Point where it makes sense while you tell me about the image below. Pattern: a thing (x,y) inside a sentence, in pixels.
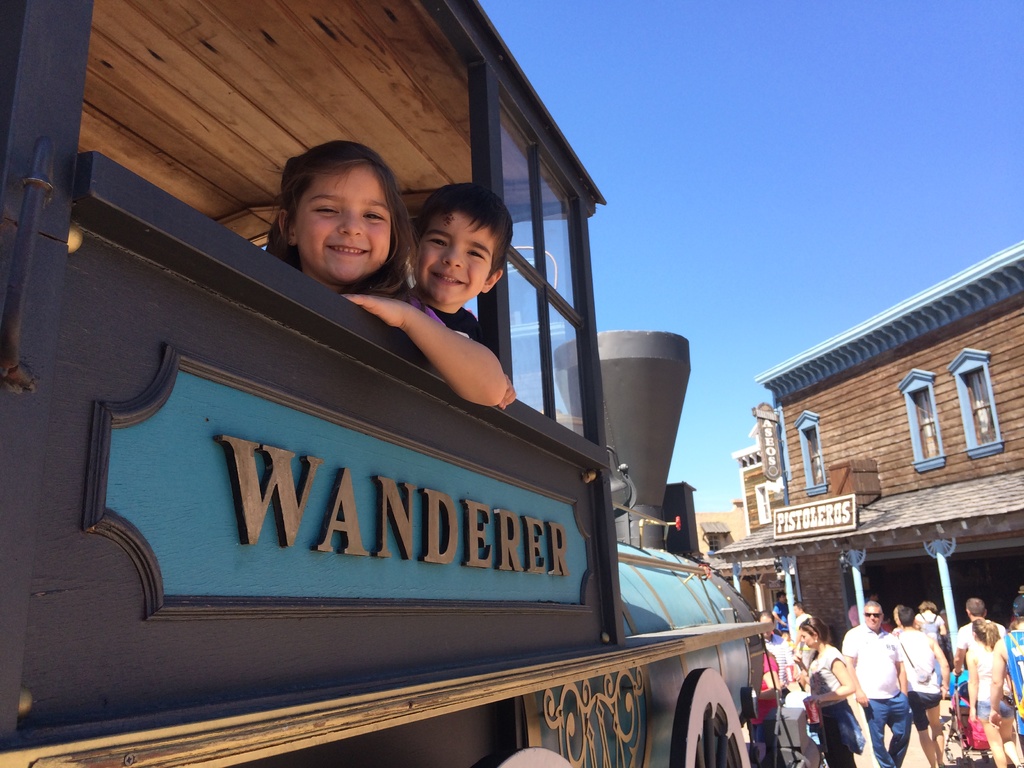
In this image I can see group of people (928,649). There is a vehicle (411,464) and there are two children (363,226) in it. Also there are buildings (885,410) and there is sky (745,129).
